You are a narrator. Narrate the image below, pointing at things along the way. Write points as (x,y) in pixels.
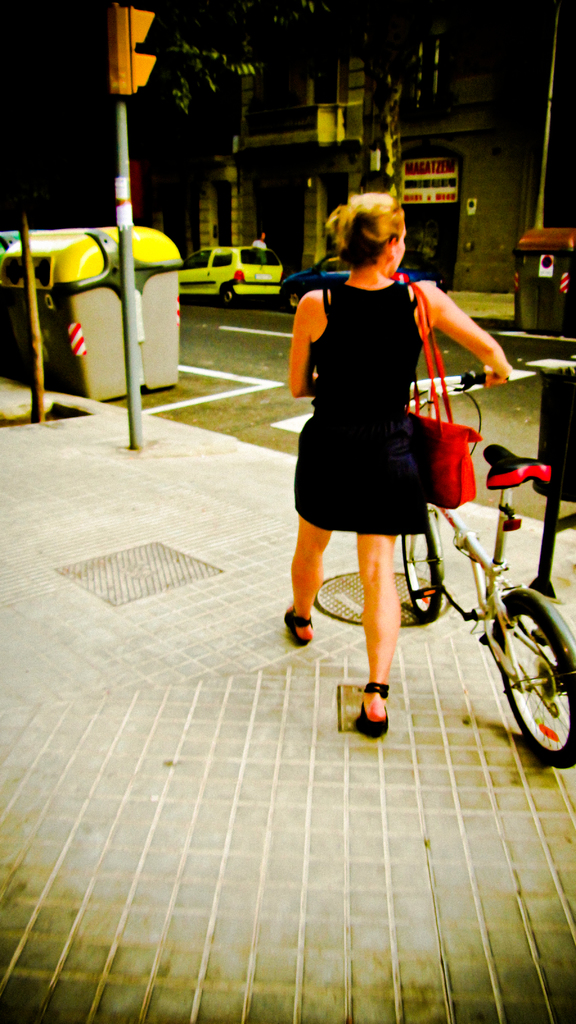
In the image there is a woman (387,586) walking on the footpath (487,550) by pushing a cycle (512,475) along with her, beside the footpath (11,781) there is a road (262,314), on the road (152,406) there are dust bins (526,258) and in the background (344,169) there is a building (312,142).
